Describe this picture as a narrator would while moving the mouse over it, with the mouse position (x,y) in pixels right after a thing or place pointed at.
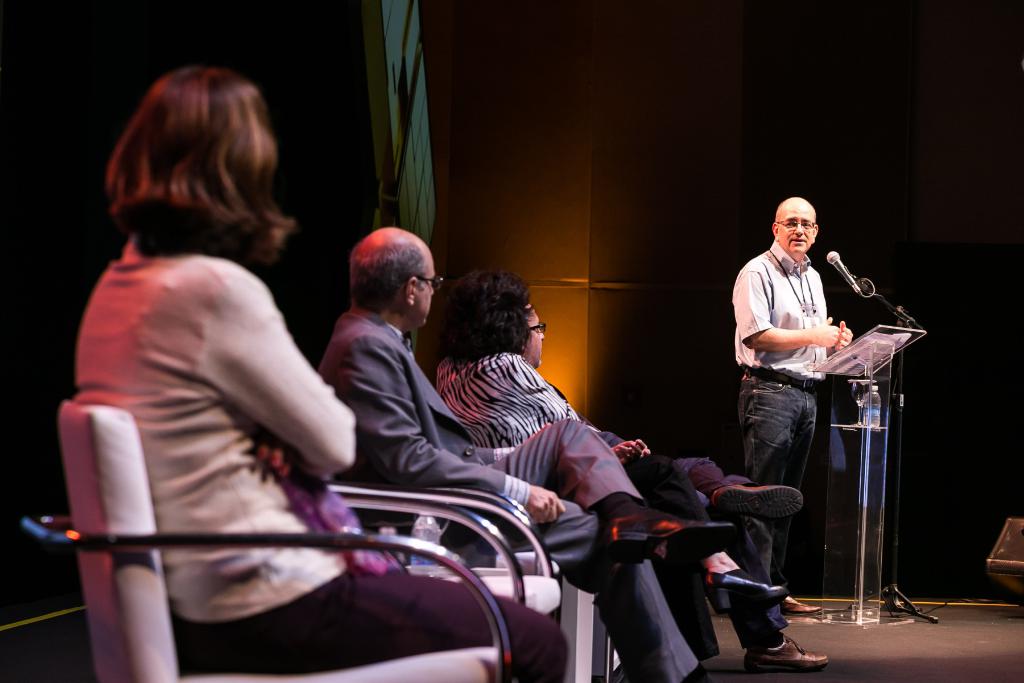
In this image we can see persons (338,430) sitting on chairs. In the background (665,174) we can see wall (678,168), a person (777,221) standing near the podium (864,544) and floor (894,623).
